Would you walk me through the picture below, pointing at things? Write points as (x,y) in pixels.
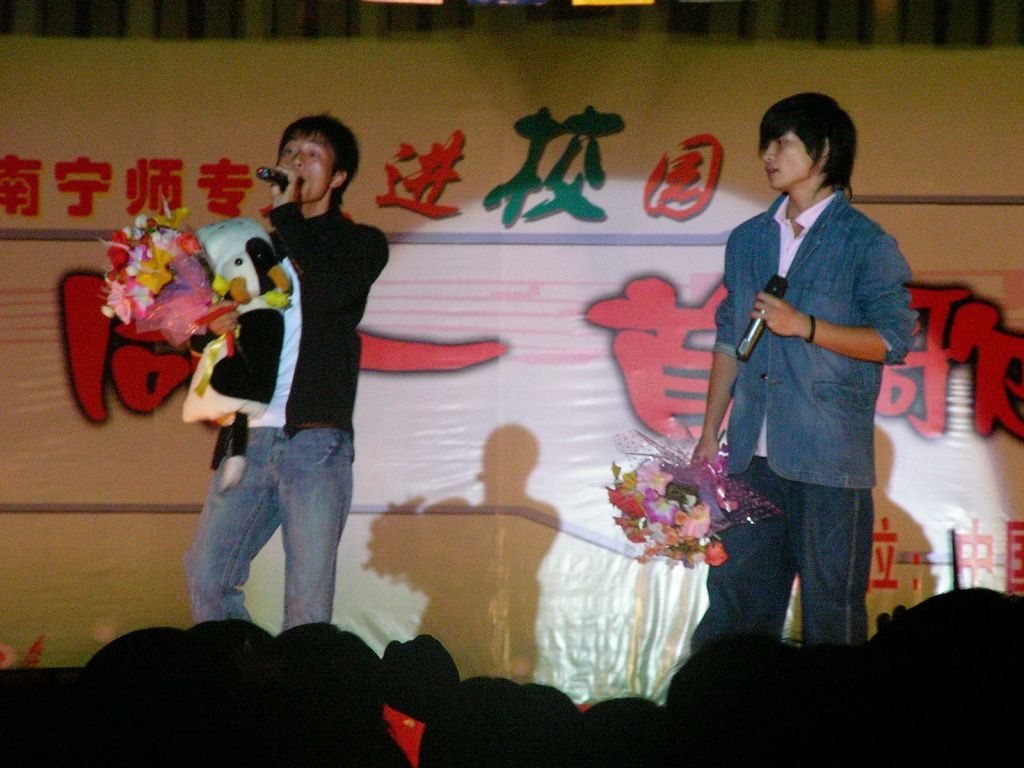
In this picture I can observe two men (331,382) standing on the stage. Both of them are holding mics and bouquets (199,274) in their hands (763,304). In front of them there are many people (686,695). In the background (95,301) I can observe a flex (491,302).
